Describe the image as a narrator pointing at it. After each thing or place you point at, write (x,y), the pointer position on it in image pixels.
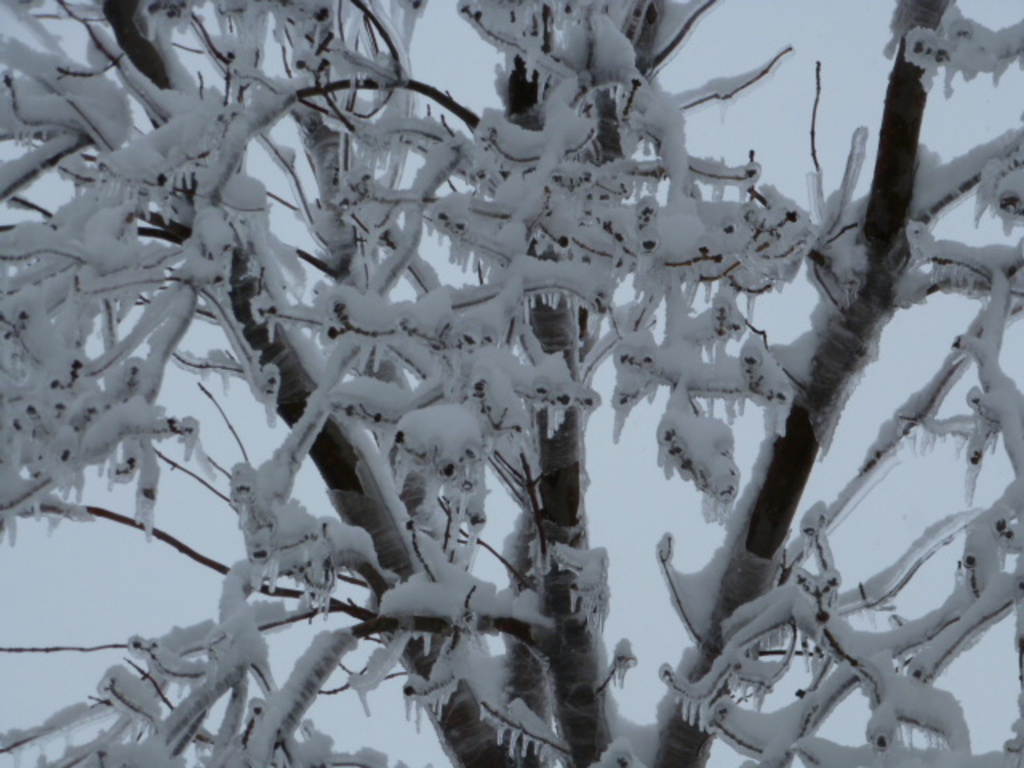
In this picture we can see branches (798,639) covered with snow (710,486). In the background of the image (147,547) it is white.
